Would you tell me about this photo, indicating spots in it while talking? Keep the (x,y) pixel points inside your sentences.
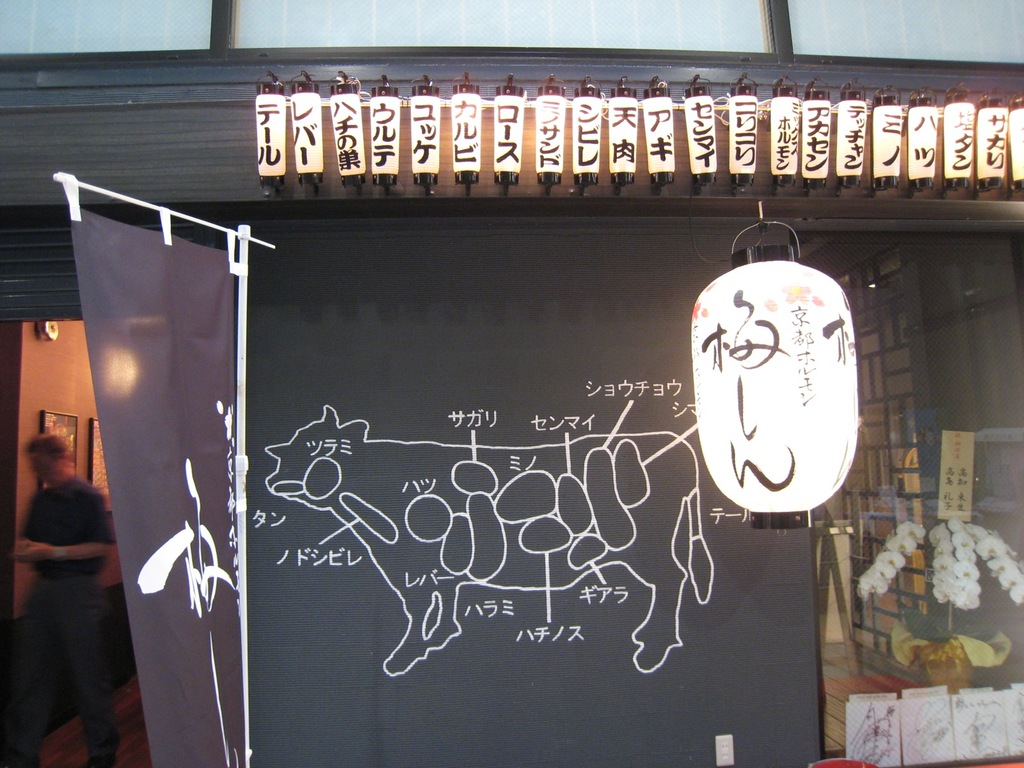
In this image, in the middle (385,299), we can see a black color board (804,609), on which, we can see a painting (526,510) with some text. On the right side (864,488), we can see a light (714,279) and a glass window (892,323), in the glass window (966,417), we can see a board (953,506) and a grill (898,486). In the right side (989,728) corner, we can also see some boards (950,737) with some paintings (946,725) and text (941,725). On the left side (220,295), we can see the black color cloth (208,537) with some paintings (203,509) and text (220,568) written on it. On the left side (79,520), we can see a man (85,537) walking and a wall (87,435), on the wall (92,405), we can see some photo frames (100,481) attached to it. In the background (31,311), we can see shutters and few lights (966,125). At the top (348,25), we can see two wood poles (771,33) and white color.
